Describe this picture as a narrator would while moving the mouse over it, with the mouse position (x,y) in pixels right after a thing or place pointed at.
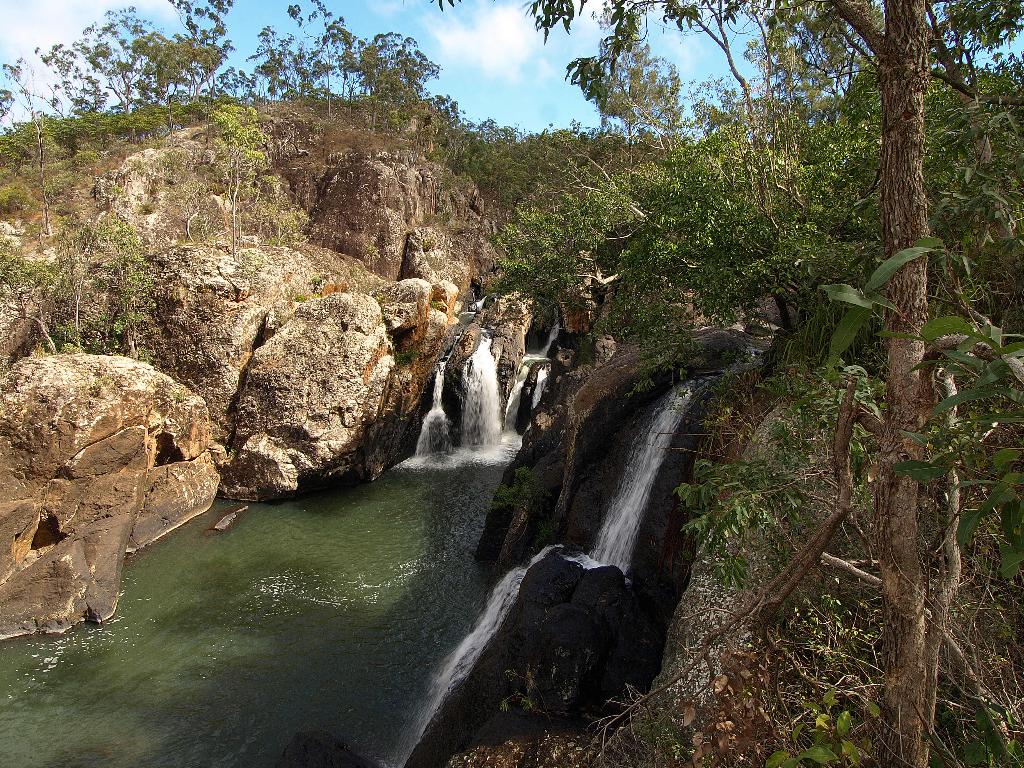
In this picture we can see trees (916,227), waterfall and rocks (452,413). In the background of the image (410,15) we can see sky (534,110) with clouds (516,46).
